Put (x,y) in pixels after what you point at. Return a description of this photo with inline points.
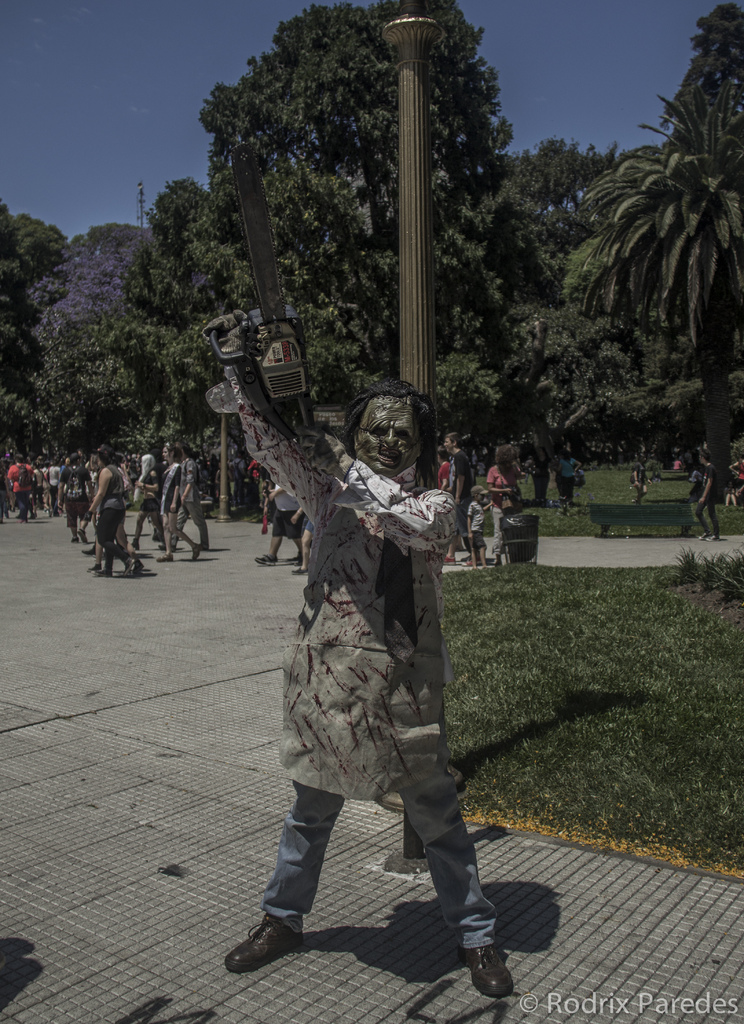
In this image I can see number of people (230,462) are standing and in the front (439,525) I can see one person (430,691) is wearing a costume (437,643). I can also see this person (286,461) is holding a chainsaw (231,367). In the background (725,642) I can see an open grass ground (536,805), number of trees (314,131), a pole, the sky (265,39) and on the bottom side of this image (739,1006) I can see a watermark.
